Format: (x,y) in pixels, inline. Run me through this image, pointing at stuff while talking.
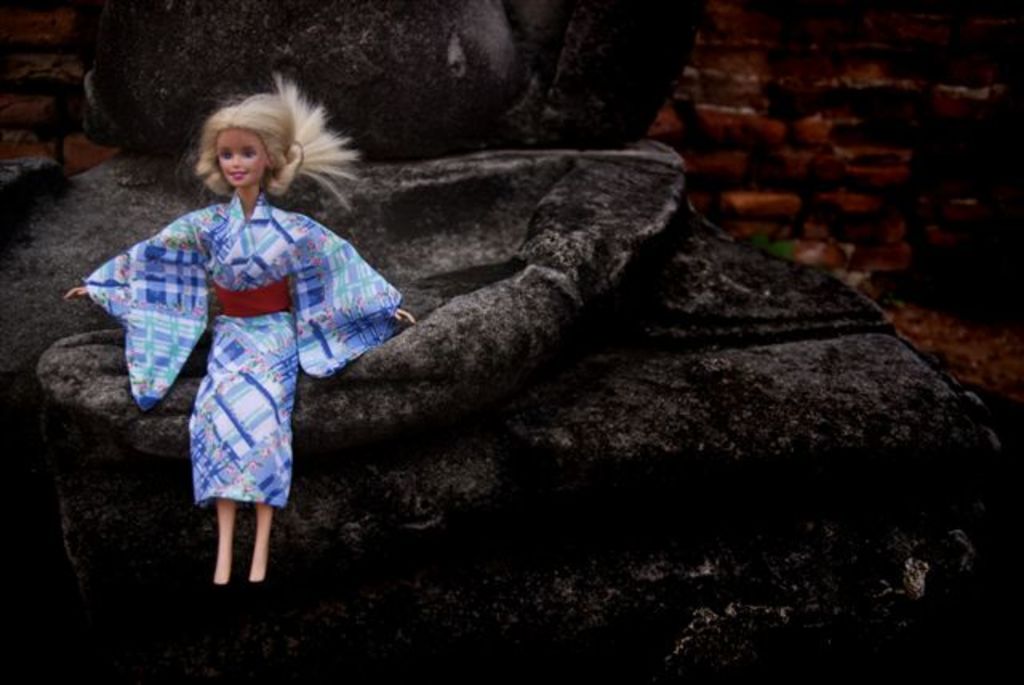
In this image I can see a toy (261,295). In the background (710,120), I can see the wall (824,136).
